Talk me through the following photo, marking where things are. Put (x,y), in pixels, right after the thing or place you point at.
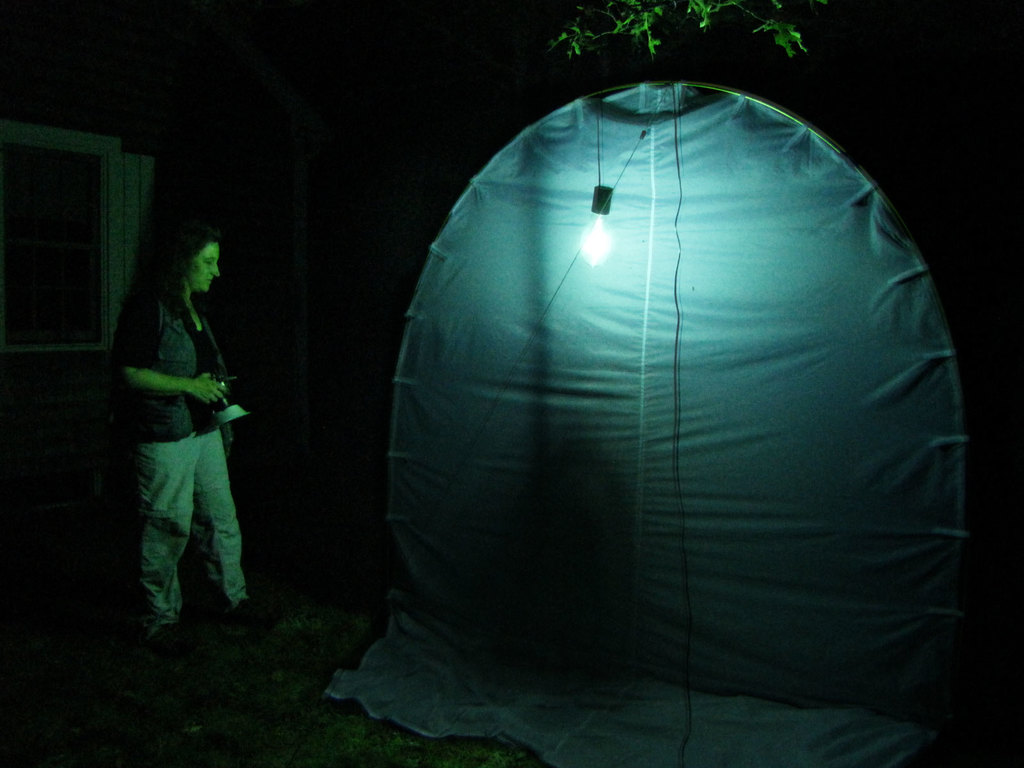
In this image we can see a woman (172,323) standing and holding an object (221,389) in her hands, there is a tent (632,204) in front of the woman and a light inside the tent (634,187).
